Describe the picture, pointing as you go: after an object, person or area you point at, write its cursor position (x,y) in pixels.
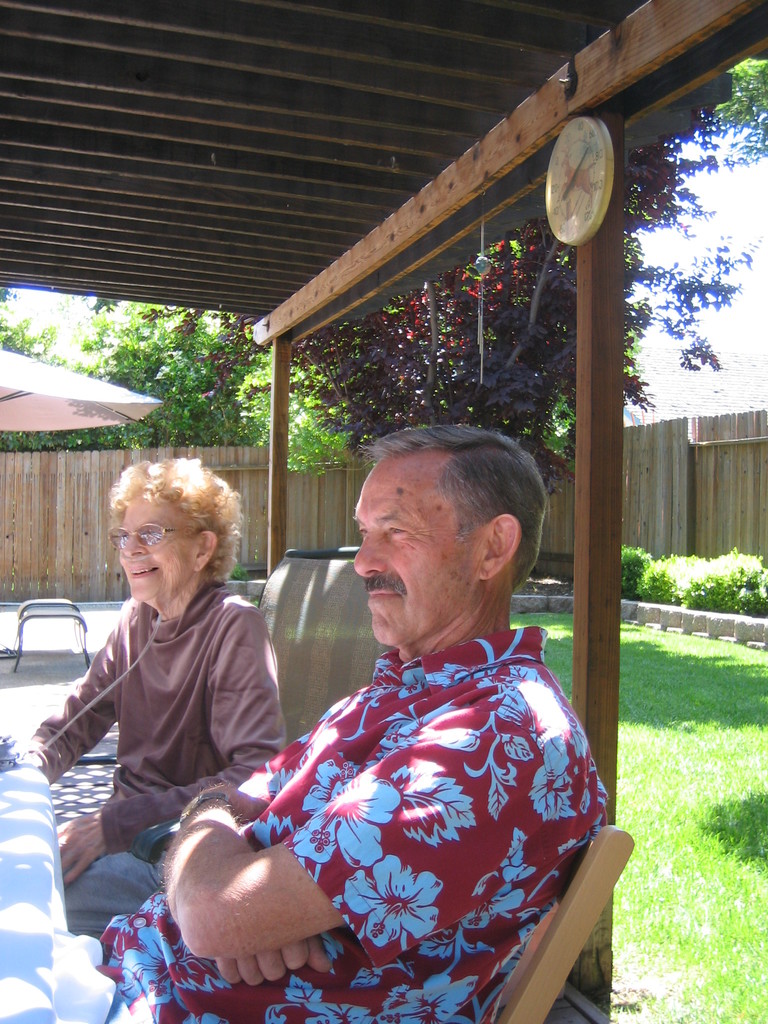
In the center of the image (450,571) we can see two persons (337,789) are sitting and they are smiling and they are in different costumes (383,846). In front of the image, we can see one table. On the table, we can see one cloth (11,908) and some object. In the background (131,350), we can see trees (78,363), plants (716,602), grass (742,686), poles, one tent (149,397), fence (117,458), roof (549,12) and a few other objects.
